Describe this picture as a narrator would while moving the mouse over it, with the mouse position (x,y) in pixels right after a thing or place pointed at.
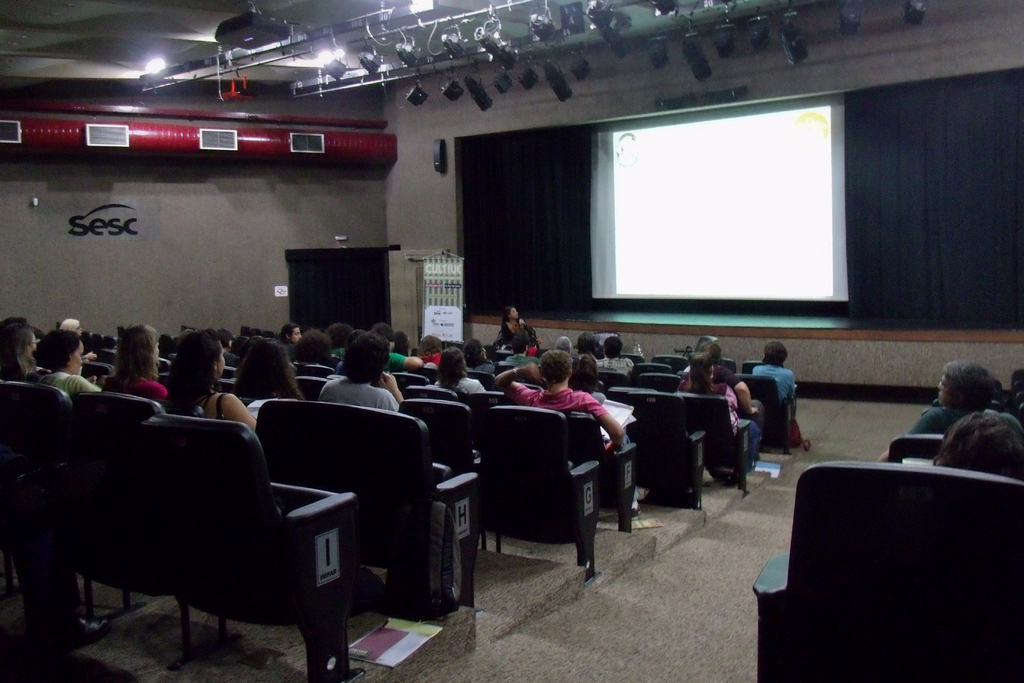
In this image there are group of people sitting in chair (466,440), and the back ground there are lights (477,104), screen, podium (622,317).
